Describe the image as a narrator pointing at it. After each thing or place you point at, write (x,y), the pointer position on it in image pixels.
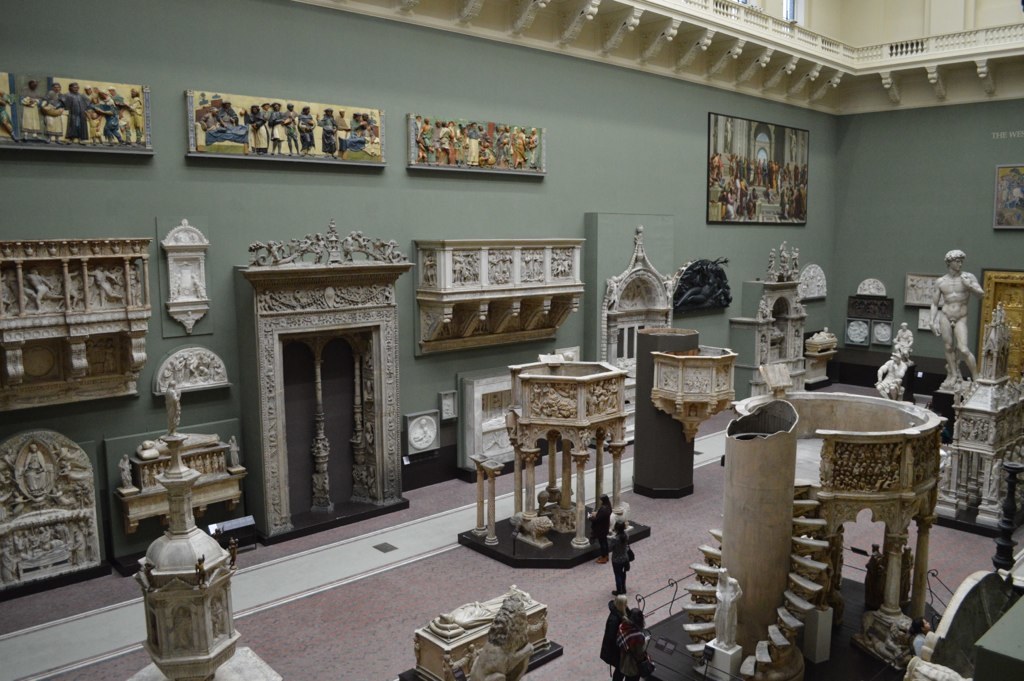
In this picture I can see few statues (962,314) and I can see sculptures (950,304) and few photo frames (746,216) on the wall (608,180) and it looks like an inner view of a building (680,57).
